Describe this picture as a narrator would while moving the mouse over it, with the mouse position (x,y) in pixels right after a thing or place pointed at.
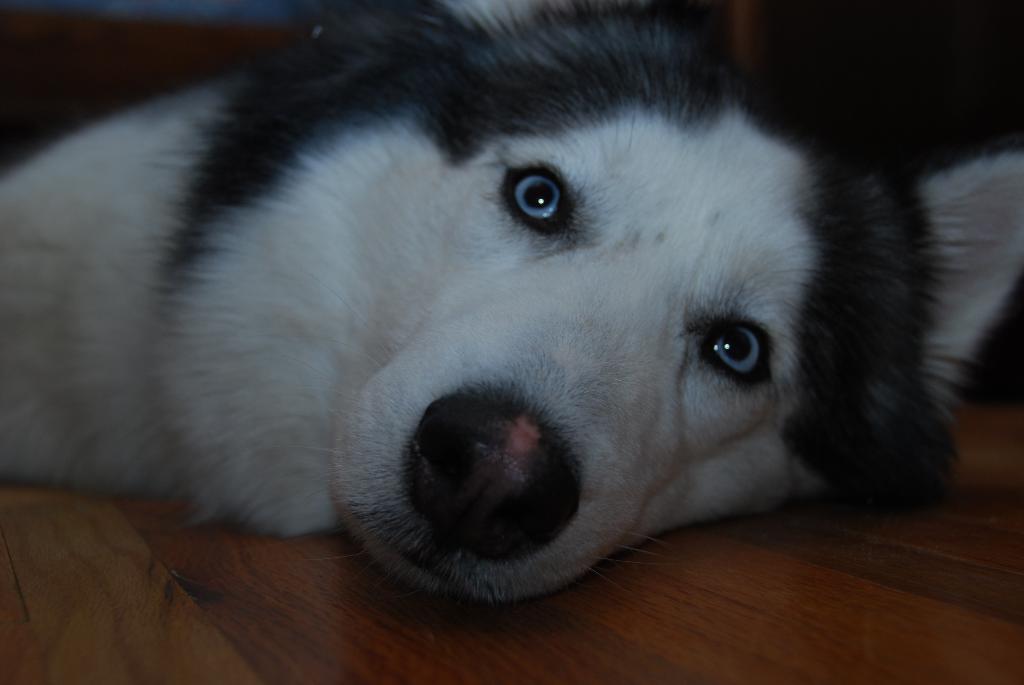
In this image we can see a dog (518,360) which is in white and black color.
